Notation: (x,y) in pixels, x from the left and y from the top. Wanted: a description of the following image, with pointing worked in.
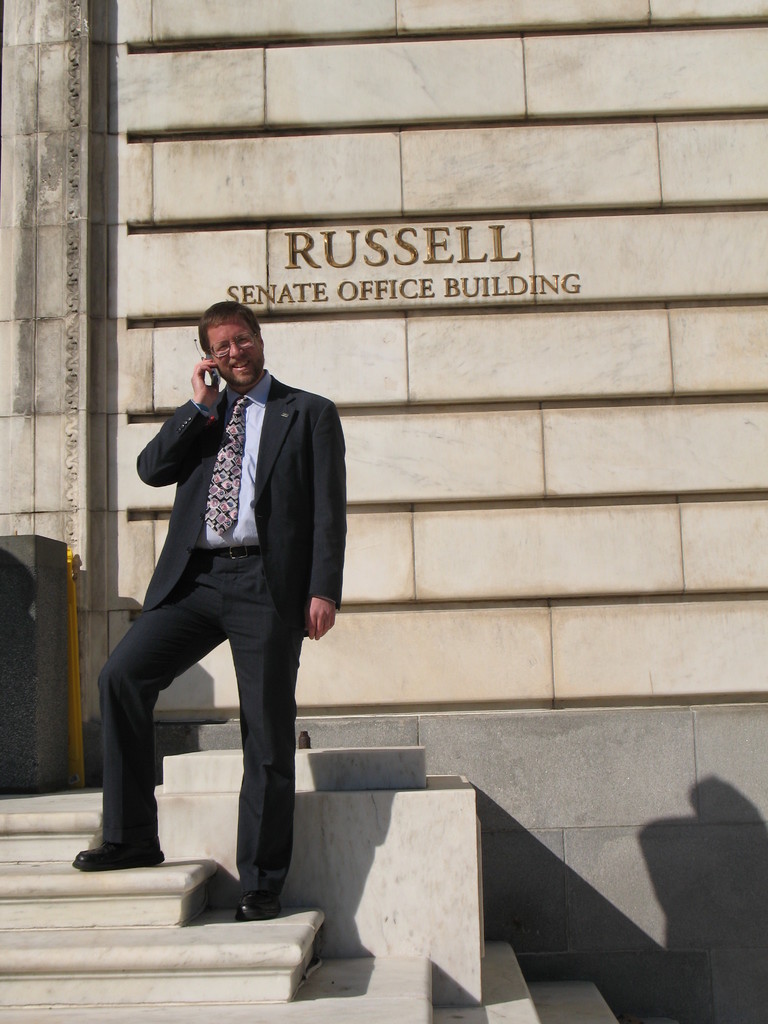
In this picture we can see a man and in the background (613,520) we can see a wall (516,853) with a name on it.
